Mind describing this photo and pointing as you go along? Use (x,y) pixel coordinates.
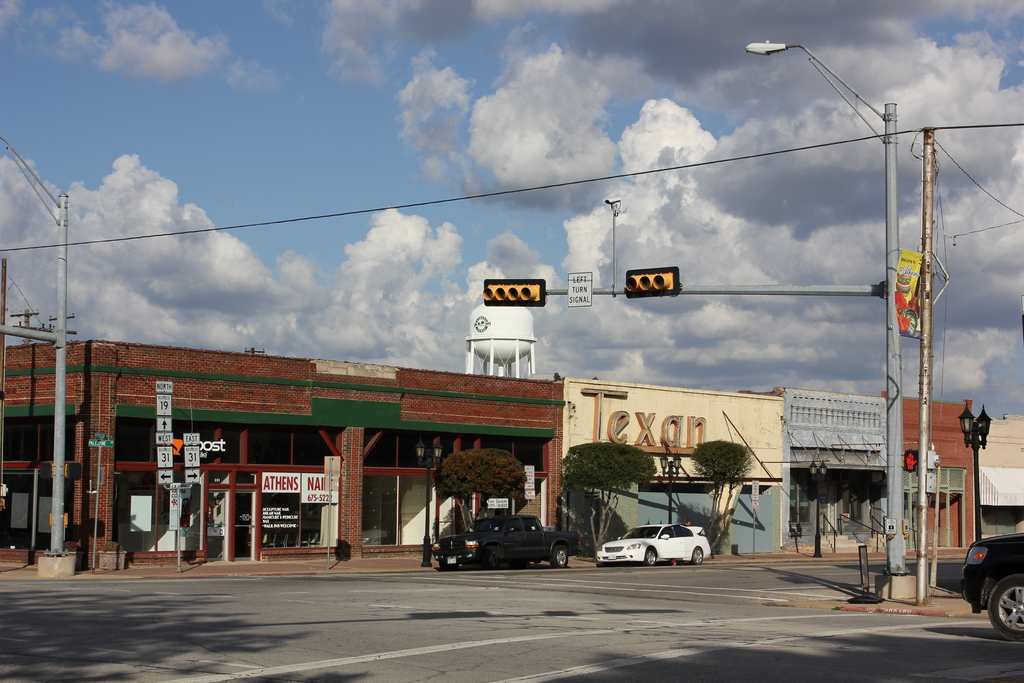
In this image I can see buildings (667,489), trees (456,476) and vehicles (631,559) on the road (638,571). I can also see traffic lights (669,289), street lights (891,190), poles (63,273) which has wires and other objects (863,555) on the ground (945,557). In the background (580,134) I can see the sky (468,119).
